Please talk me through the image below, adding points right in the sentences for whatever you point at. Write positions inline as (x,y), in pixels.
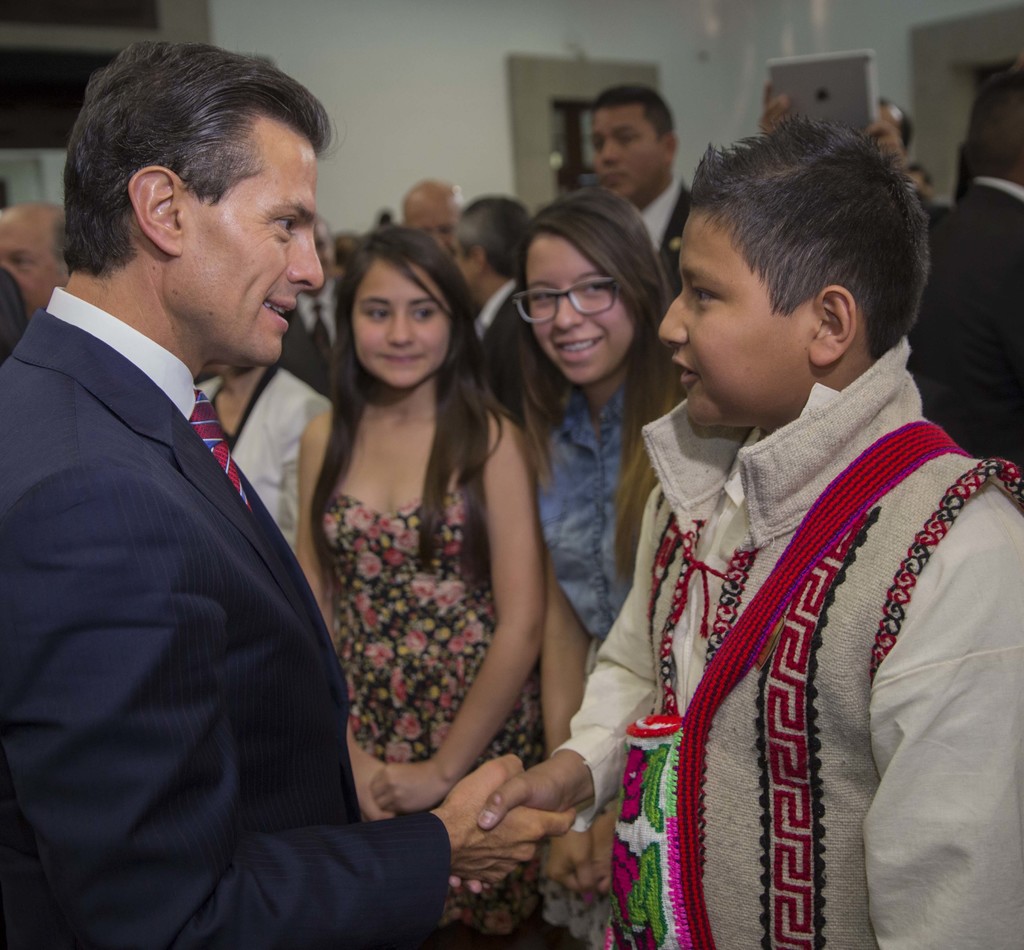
Here I can see a man (192,558) and a boy (842,707) are standing, shaking their hands (555,783) and smiling by looking at each other. In the background (548,427), I can see a crowd of people (322,250) standing. Two women (455,499) are looking at this boy (801,505). On the right side (819,106) there is a person (775,121) holding a device (833,86) in the hands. In the background (476,72) there is a wall (370,75).
